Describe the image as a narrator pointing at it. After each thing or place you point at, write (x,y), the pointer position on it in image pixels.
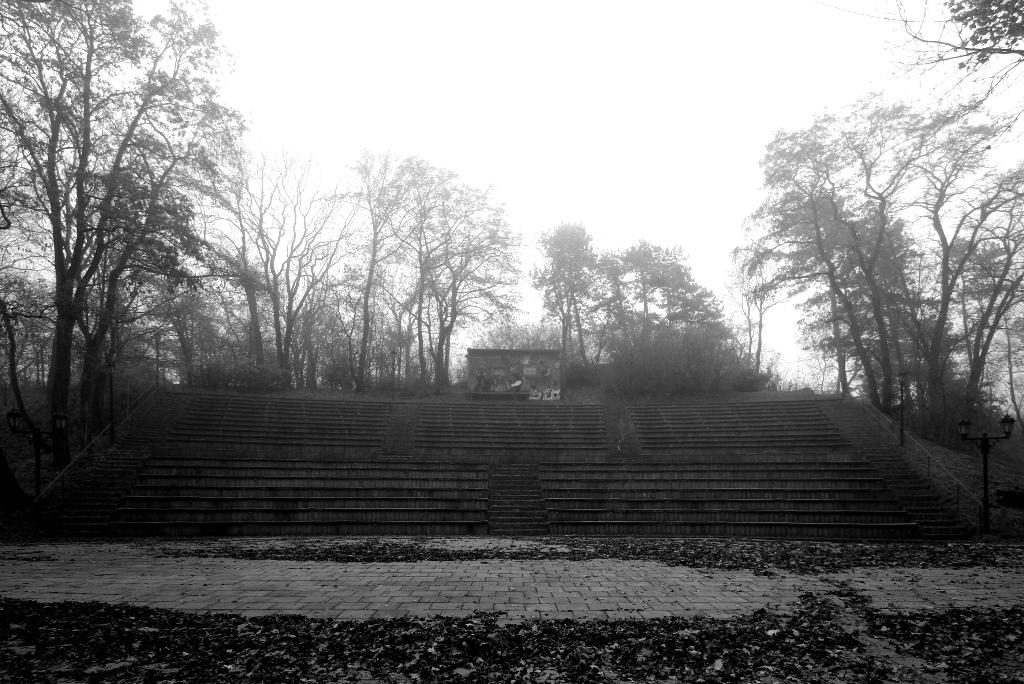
This is the black and white image and we can see some trees (664,293) and we can see the stairs (692,494) in the middle (613,454) and there are some light poles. We can see some dry leaves (93,679) on the ground (753,586) and at the top (666,111) we can see the sky (654,116).
